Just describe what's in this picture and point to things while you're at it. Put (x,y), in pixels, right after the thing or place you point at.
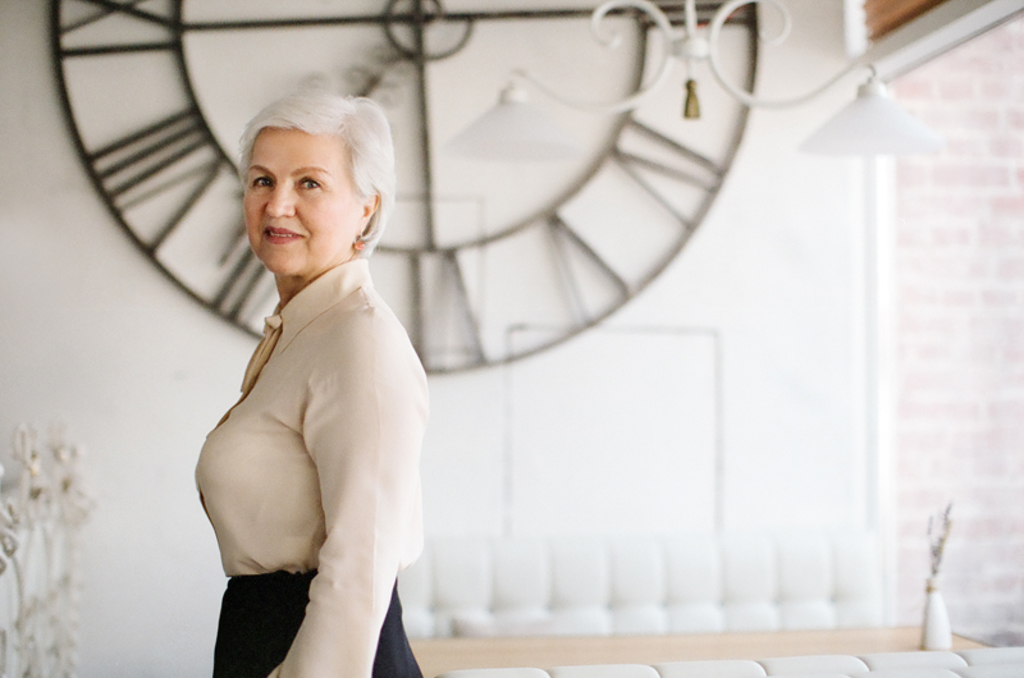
On the left side of this image (288,393) there is a woman (284,570) standing facing towards the left side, smiling and looking at the picture. At the bottom (695,651) there is a table (812,651) on which a flower vase (929,606) is placed. In the background (658,474) there is a wall (752,329) on which a metal object (606,214) is attached and also I can see two lamps (551,129) which are attached to a metal stand (691,58).
